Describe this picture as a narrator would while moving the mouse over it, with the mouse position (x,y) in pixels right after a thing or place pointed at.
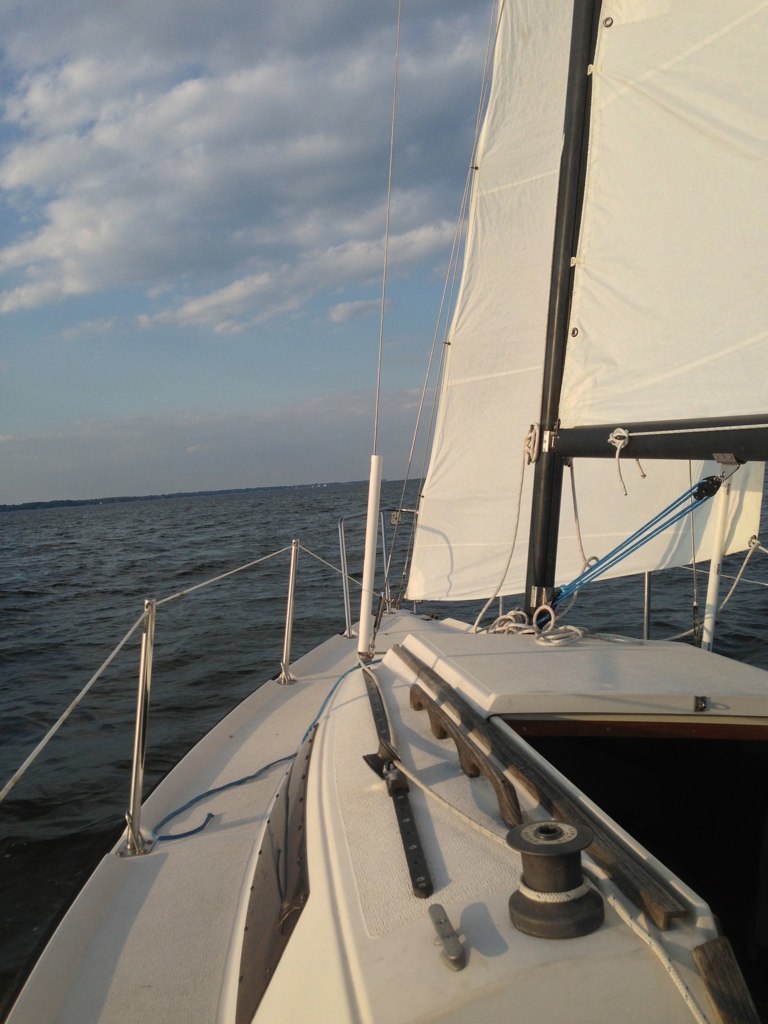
In this image there is a ship (490,805) on water (228,596). Top of image (243,240) there is sky (183,231) with some clouds (210,220).
